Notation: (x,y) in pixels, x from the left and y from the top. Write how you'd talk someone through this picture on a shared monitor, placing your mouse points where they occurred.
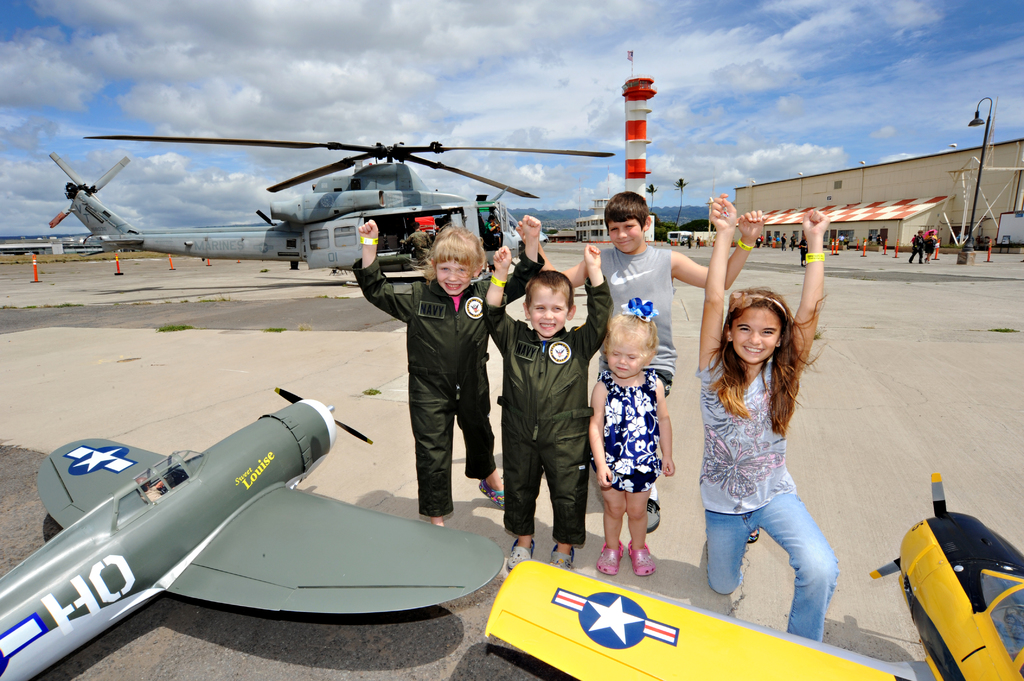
In this image we can see some group of kids (629,332) standing, at the foreground of the image (300,556) there are some aircraft (200,480) and at the background of the image (432,151) there is helicopter (433,159) and some persons (918,247) walking, hangar (878,224), building (603,206), tower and sunny sky (607,71).
